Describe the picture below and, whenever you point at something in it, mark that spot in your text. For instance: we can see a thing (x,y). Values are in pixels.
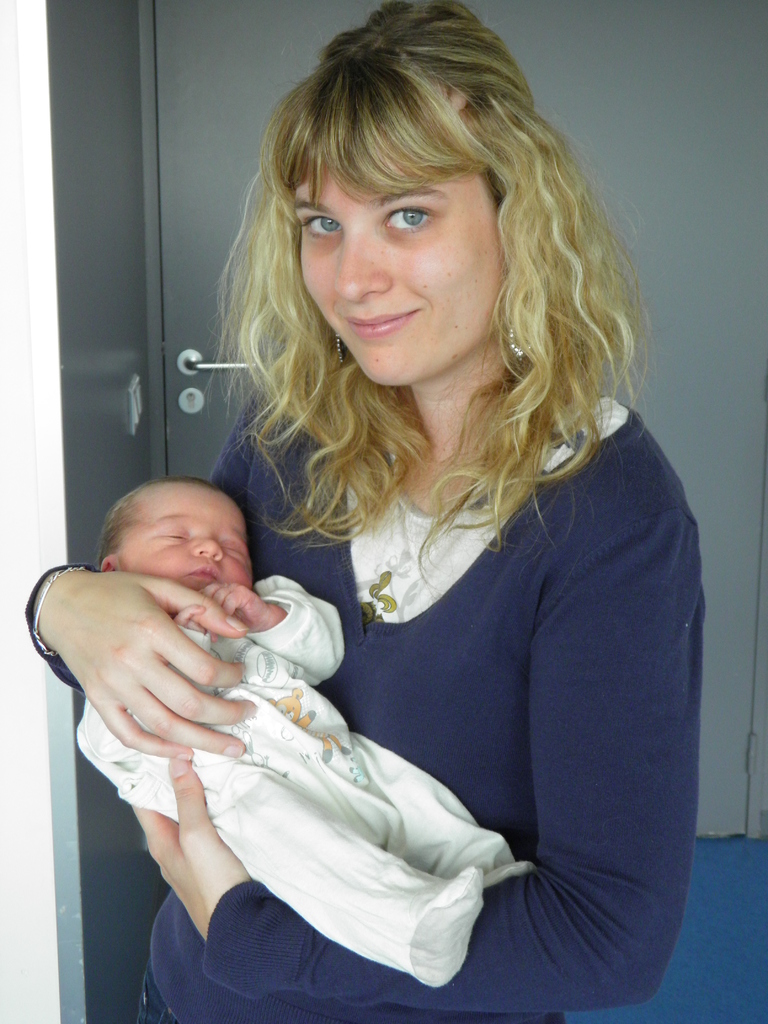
In this picture we can see a woman (571,401) holding a baby (227,839) in her arms (279,983) and looking at someone.
